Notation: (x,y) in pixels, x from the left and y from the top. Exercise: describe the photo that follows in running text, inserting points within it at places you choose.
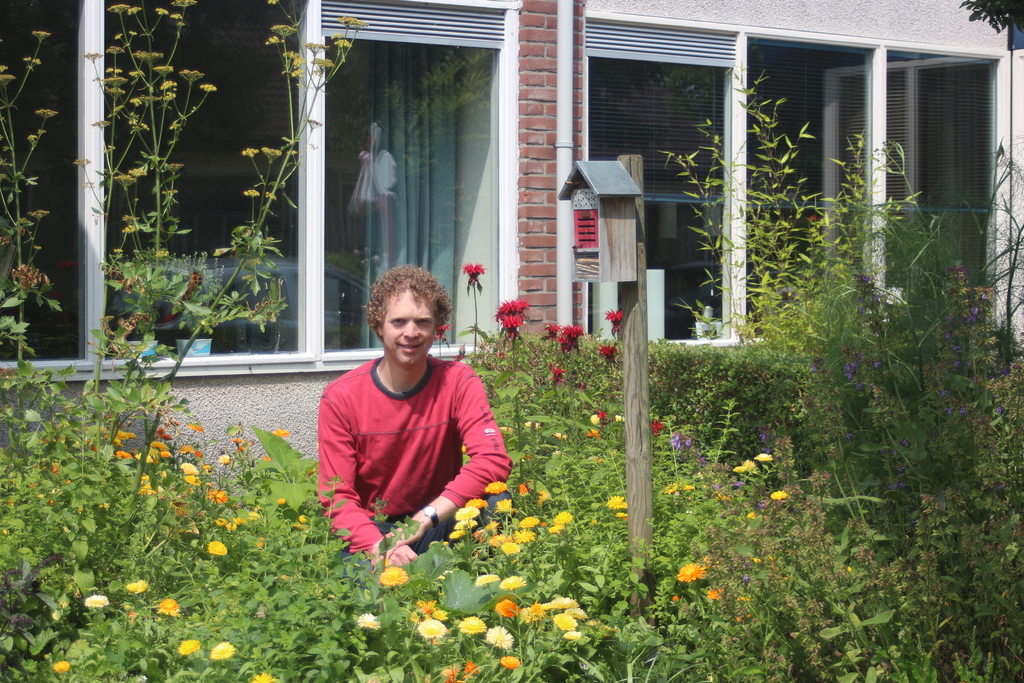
There is a person (388,408) smiling, we can see plants (725,655), flowers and box (623,252) on wooden pole (630,371). In the background (558,160) we can see wall (574,1), pipe (561,73) and glass windows (464,77), through this window (440,196) we can see curtain (411,199).
